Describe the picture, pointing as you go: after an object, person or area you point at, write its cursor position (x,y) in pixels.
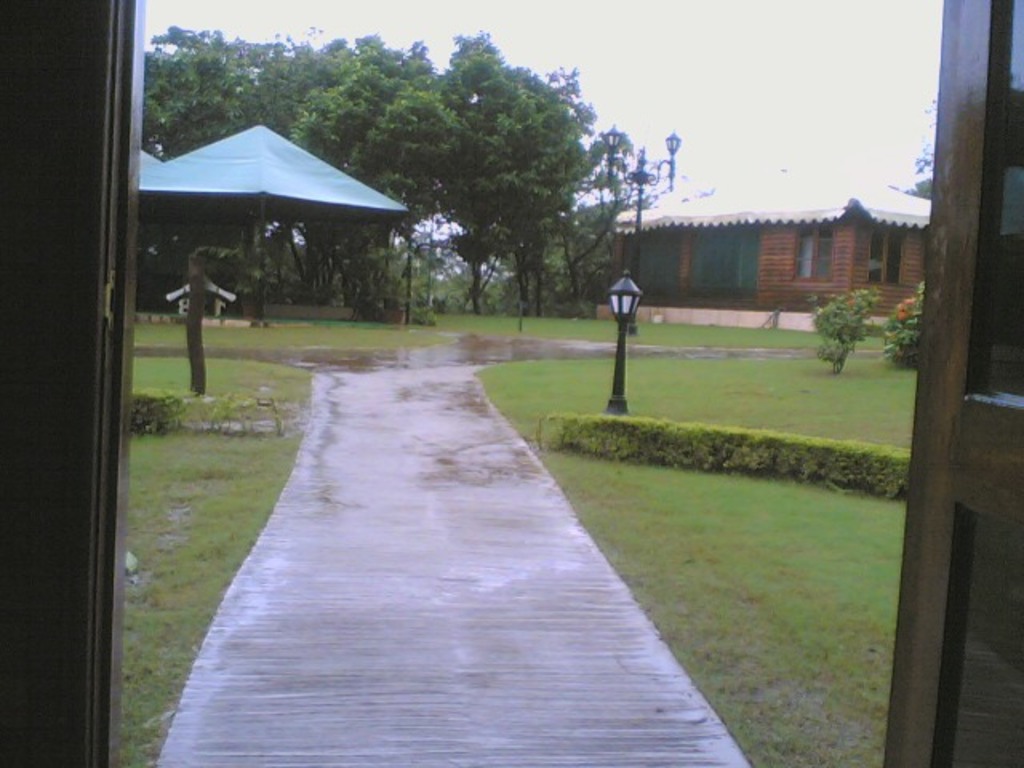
In this image I can see the road (388,554), some grass (708,537), few plants (190,413), a black colored pole (623,359), a shed (296,177) and few trees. In the background (842,277) I can see the house (777,228), a street light pole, few trees (570,136) and the sky (759,80).
